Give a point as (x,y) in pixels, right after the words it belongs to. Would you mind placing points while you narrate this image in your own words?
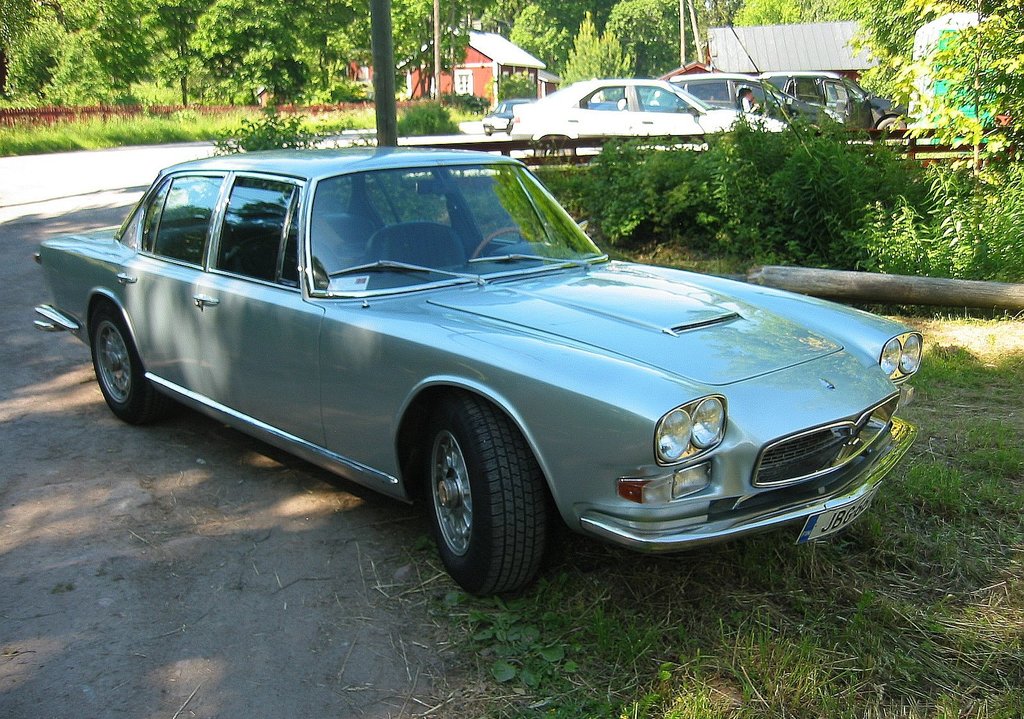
This image consists of a car (305,386). At the bottom (935,653), there is green grass (522,663) on the ground (441,637). In the background (881,118), there are many cars (895,115). To the left (238,87), there is a small house (450,76) along with the trees (303,67).
